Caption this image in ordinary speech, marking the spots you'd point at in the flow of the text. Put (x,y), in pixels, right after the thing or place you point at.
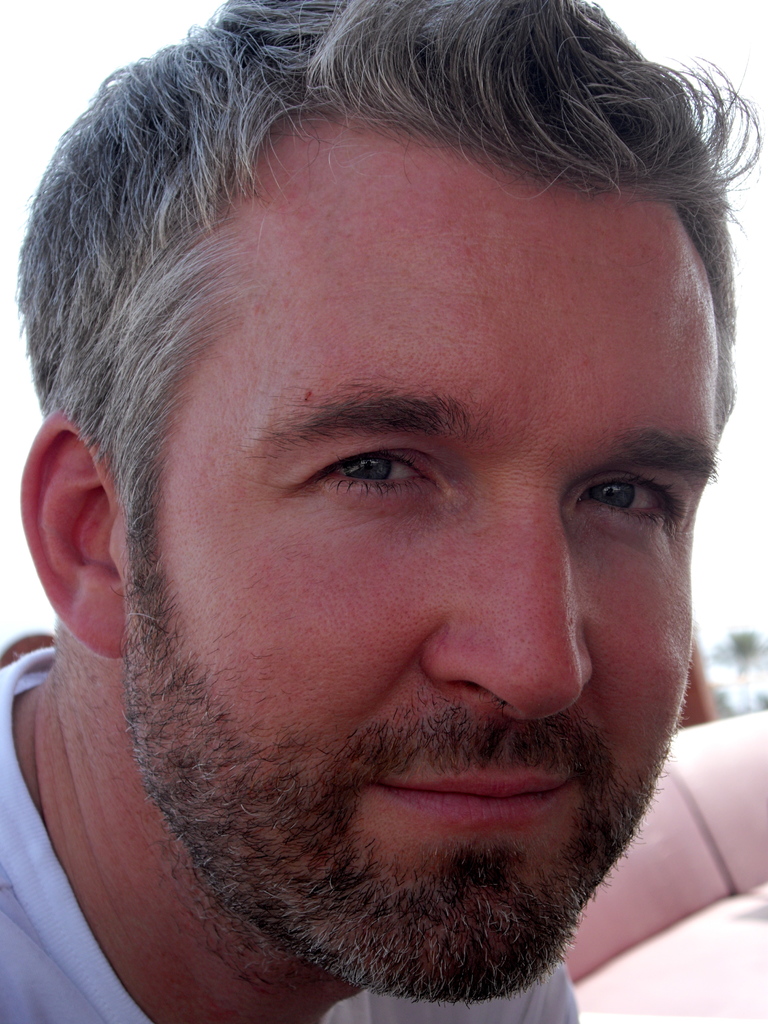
In this image we can see the face (477,576) of a person (402,624).
